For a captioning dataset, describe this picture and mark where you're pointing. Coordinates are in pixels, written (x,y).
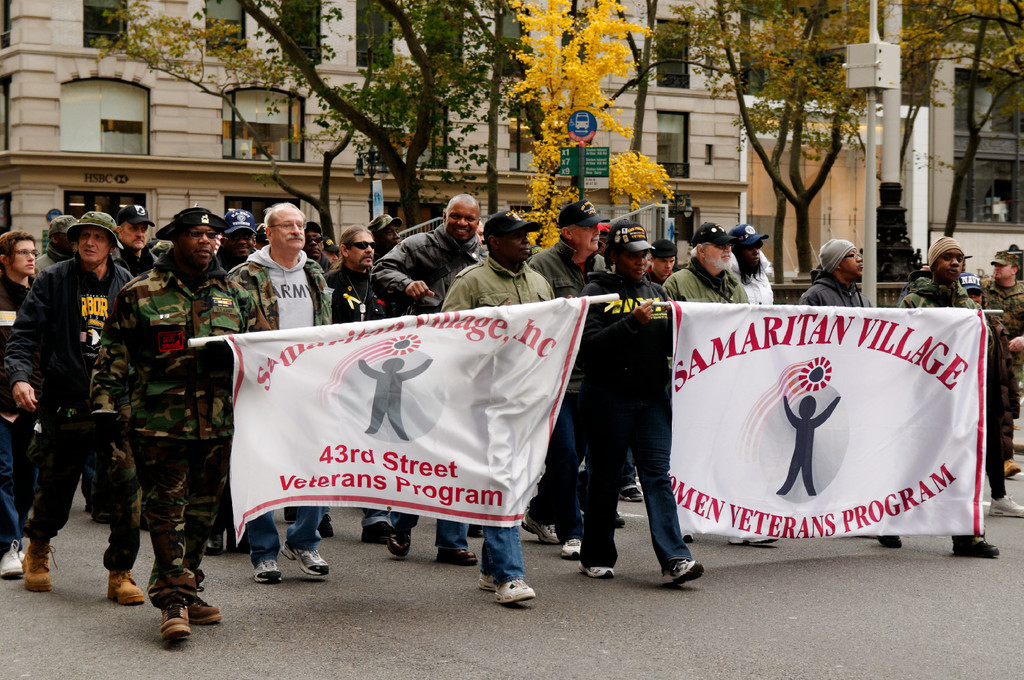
This picture is clicked outside. In the center (603,239) we can see group of people (435,250) walking on the ground (546,567) and holding banners (800,399) on which we can see the picture of a person (386,393) and the text (735,350) is printed. In the background (715,107) we can see the buildings (930,90), pole (876,23), trees (1006,33), boards (575,126), windows (673,134) of the building (80,33) and some other objects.
